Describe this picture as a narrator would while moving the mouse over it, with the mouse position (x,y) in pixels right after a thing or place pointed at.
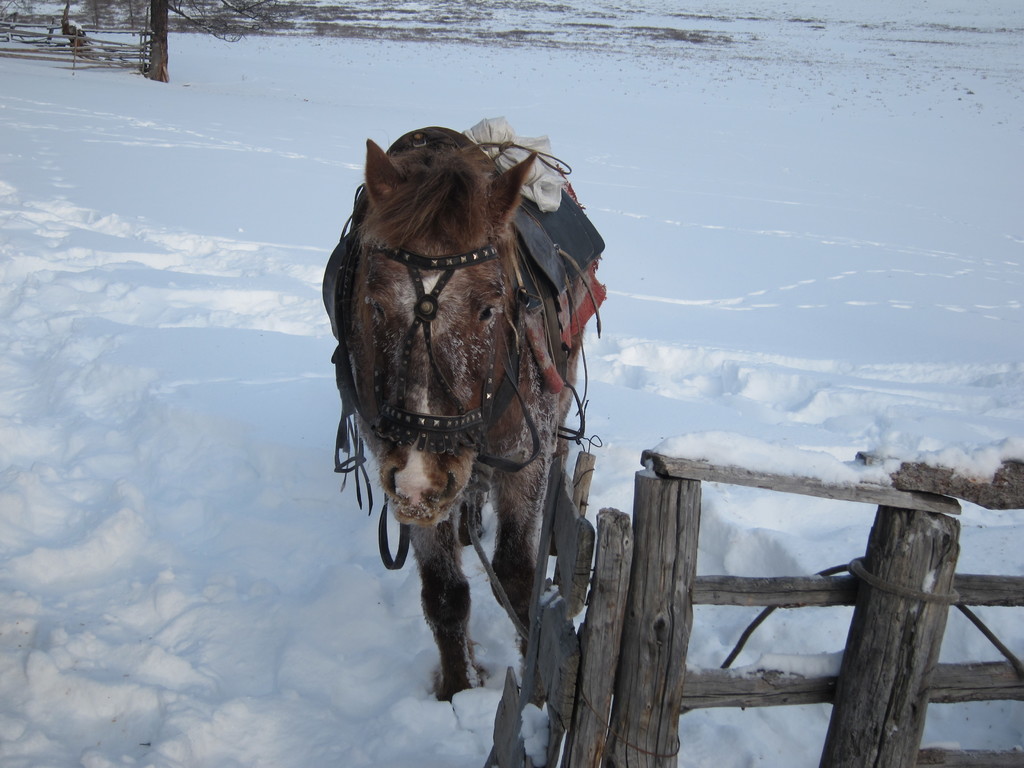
There is a horse (495,335) standing on the snow surface (417,595) near a wooden fencing (658,534). In the background (125,53), there is a wooden fencing (46,49) and there are plants (391,8) on the snow surface (438,40).
